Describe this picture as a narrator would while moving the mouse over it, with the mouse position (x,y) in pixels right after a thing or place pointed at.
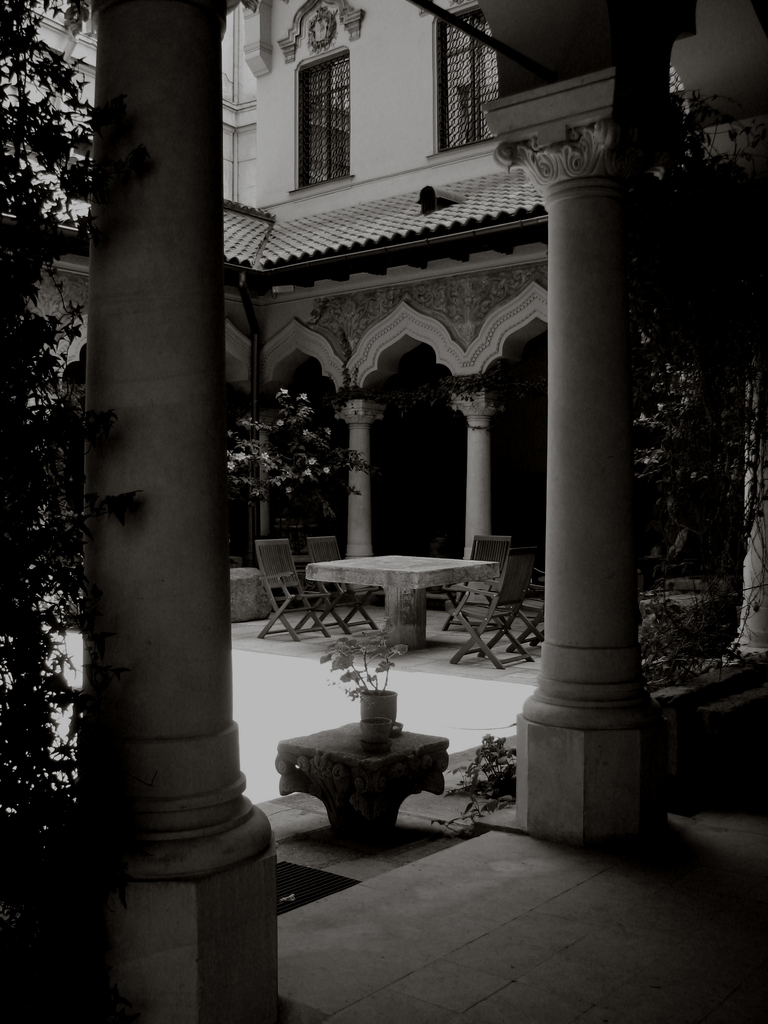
This is a black and white pic. Here we can see plants (43,795), pillars (147,780), windows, floor (256,743), wall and chairs (290,562) at the table (408,583).
